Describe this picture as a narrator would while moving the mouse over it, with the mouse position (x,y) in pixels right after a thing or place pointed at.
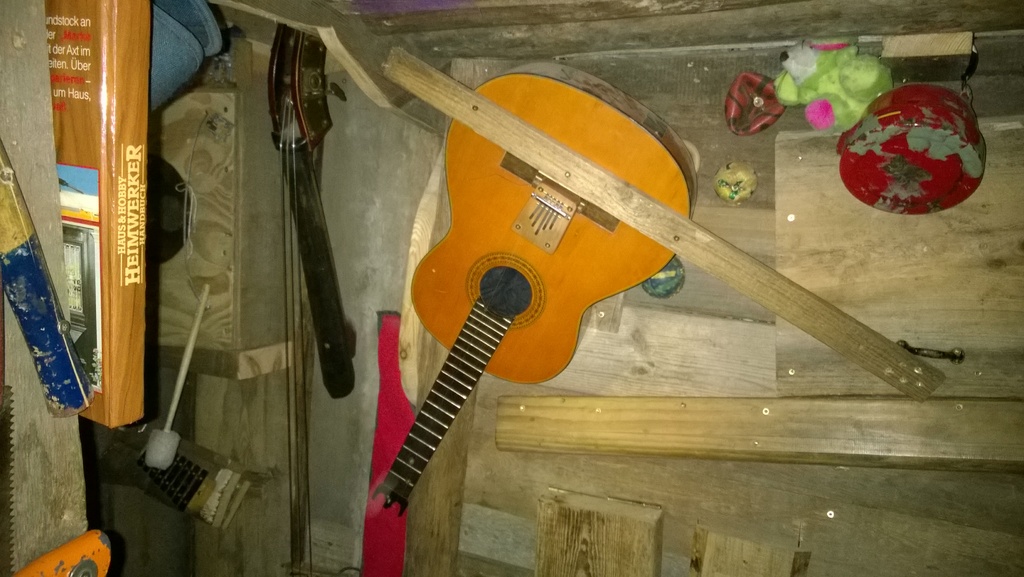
As we can see in the image, there is a wooden door (782,383), a guitar (516,315) and a book (76,245).
